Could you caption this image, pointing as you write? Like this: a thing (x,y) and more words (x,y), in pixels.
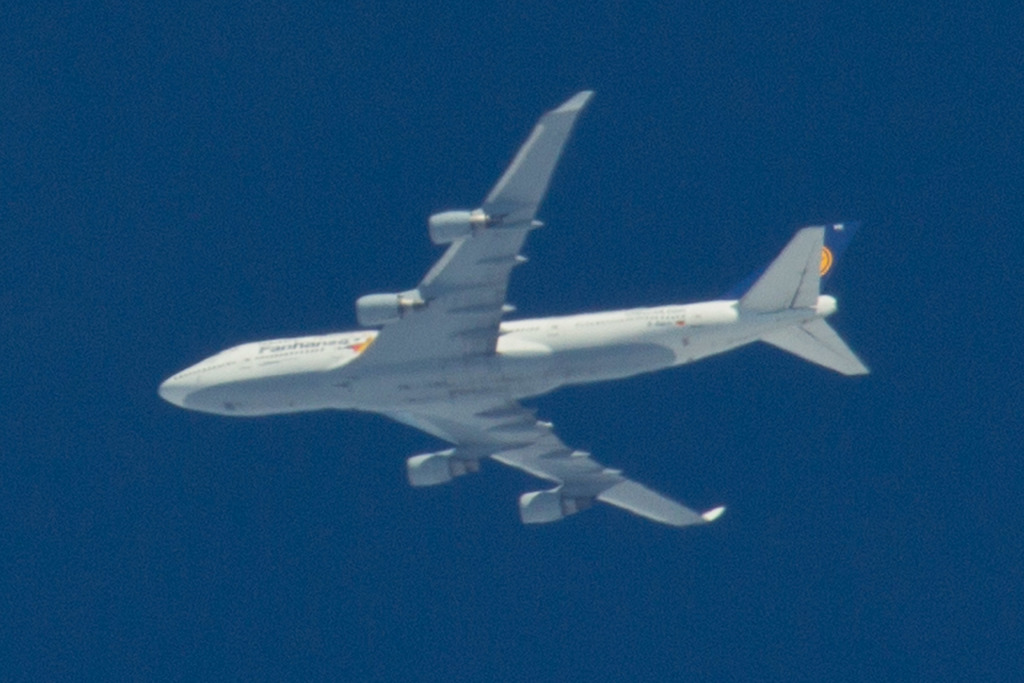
In this image we can see an airplane (641,361) flying in the sky (320,160).
